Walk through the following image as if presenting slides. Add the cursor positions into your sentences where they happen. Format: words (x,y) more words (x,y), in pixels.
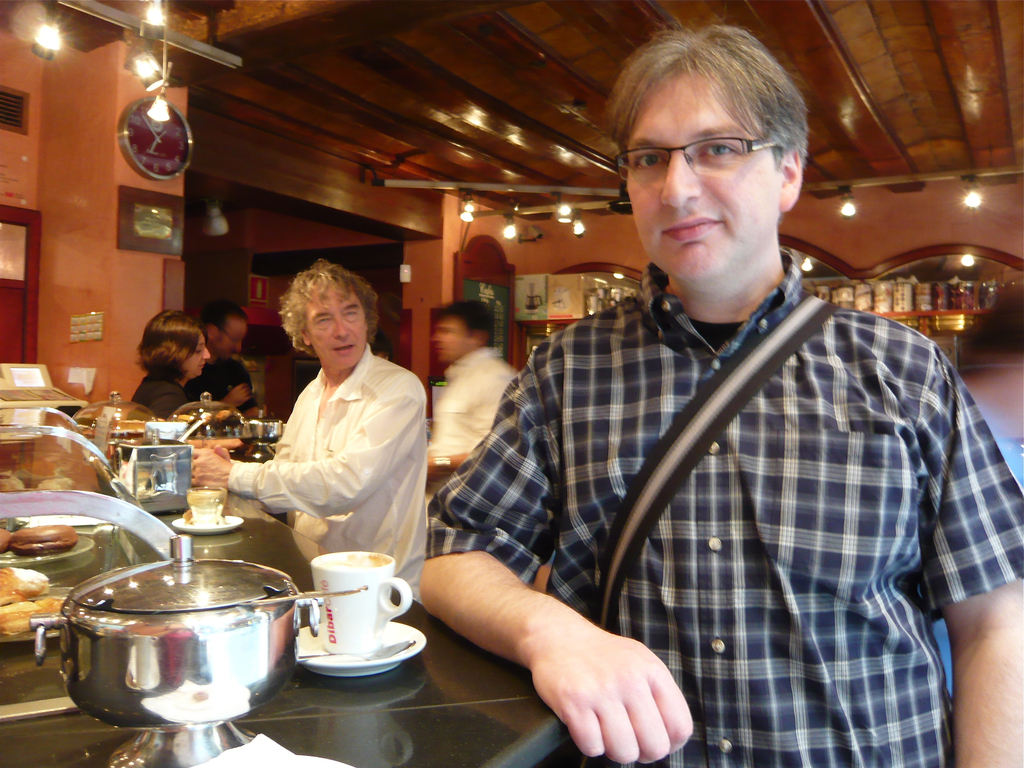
In this picture I can see few people (662,389) standing and I can see few vessels (99,616) and couple of cups (361,602) and saucers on the counter top (461,741) and I can see a clock (161,154) and a photo frame (182,229), few lights (156,98) to the ceiling (917,131). I can see few items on the shelf (637,288) in the back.
